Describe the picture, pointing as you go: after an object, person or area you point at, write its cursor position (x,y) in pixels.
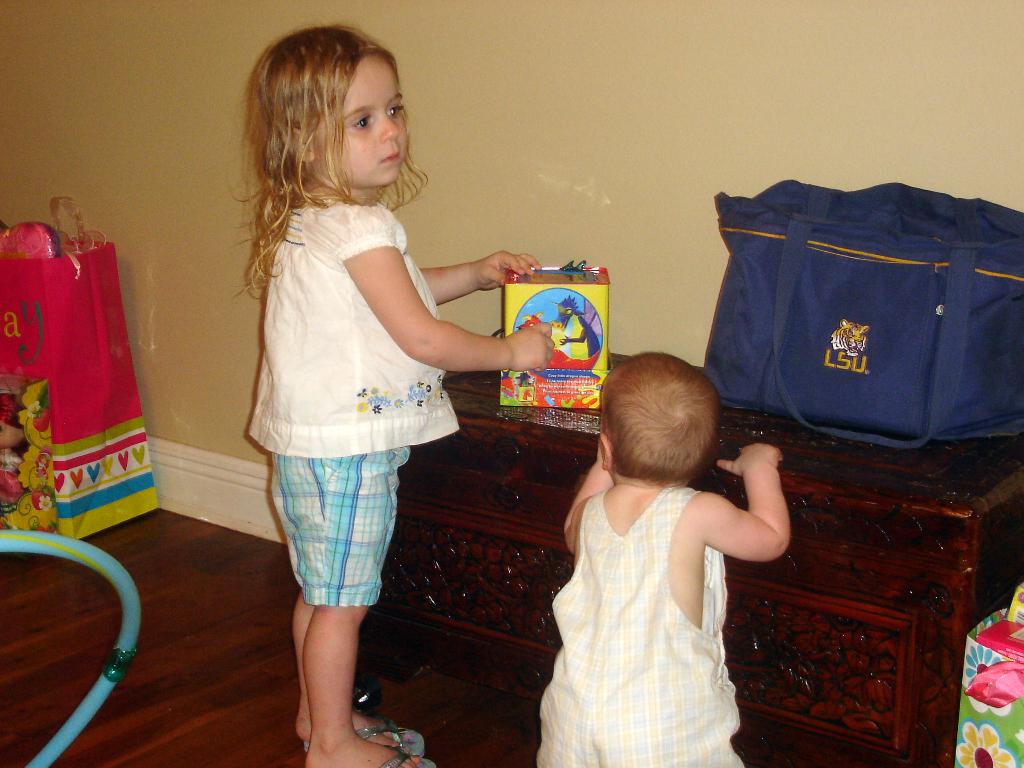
In this image I can see two people (379,320) standing and one person (331,36) is holding a box (571,356). I can see a blue bag (786,295) on the table (987,483). I can see a cream wall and few objects (114,441) on the floor (209,566).
